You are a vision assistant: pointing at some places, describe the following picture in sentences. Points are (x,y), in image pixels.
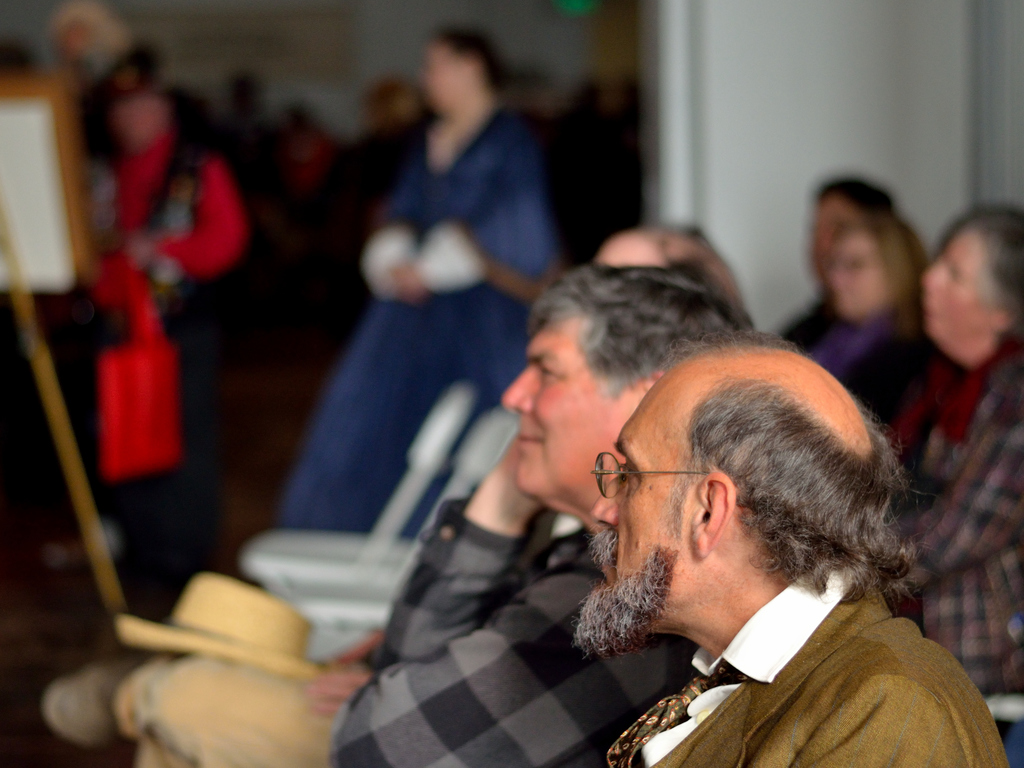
In this image there are some persons (621,541) sitting in the bottom of this image (642,580) and there are some persons (316,150) are standing in the background (201,357).
